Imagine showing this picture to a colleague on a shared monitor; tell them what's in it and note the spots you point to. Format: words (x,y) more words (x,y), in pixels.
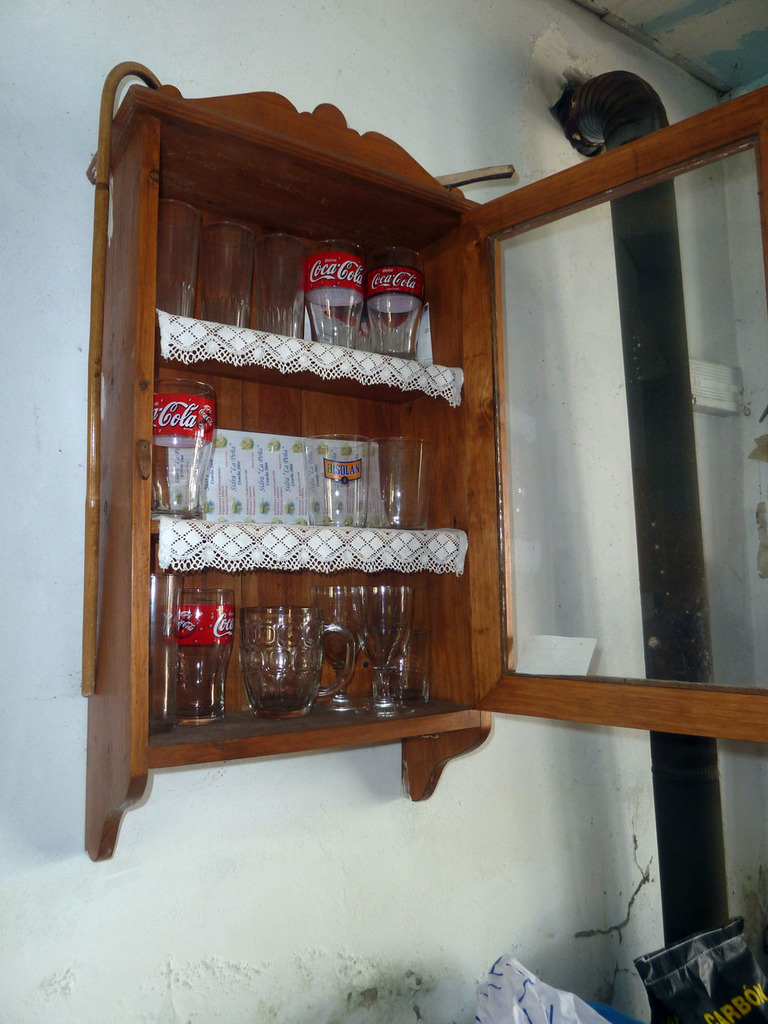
In this picture there is a small wooden almirah (267,406) attached to the wall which has glasses (275,611) placed in it and there is a pipe (667,580) in the right corner (704,638).
